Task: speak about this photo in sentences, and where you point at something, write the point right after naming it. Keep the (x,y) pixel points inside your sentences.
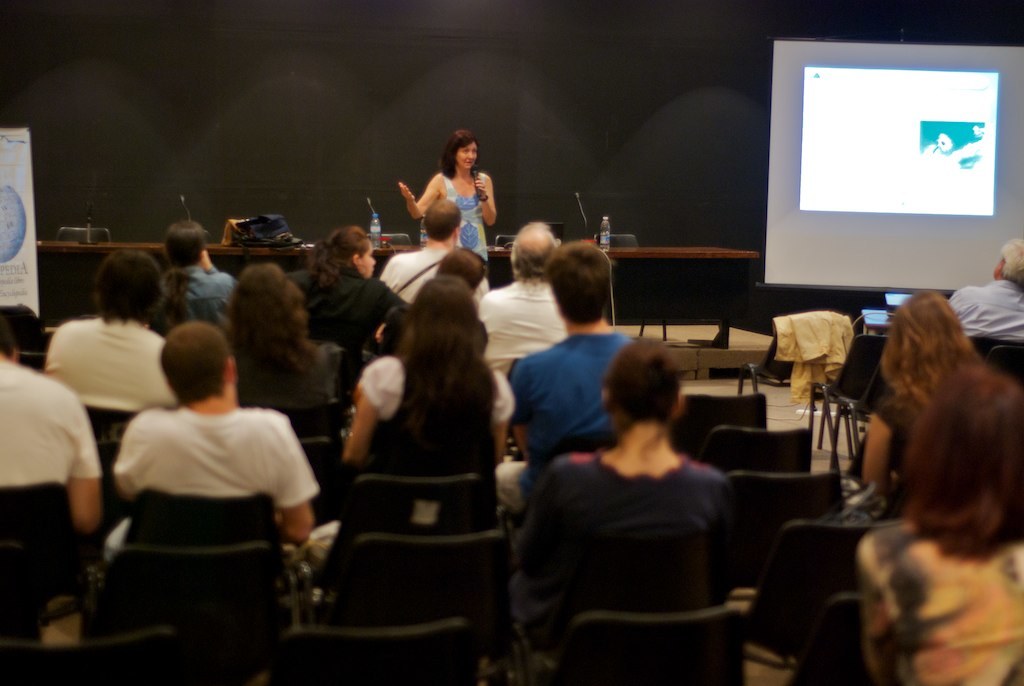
In this picture I can see group of people (602,361) sitting on the chairs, there is a woman (417,214) standing and holding a mike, there are mikes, bottles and some other objects (386,239) on the table (389,252), there is a banner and a projector screen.
